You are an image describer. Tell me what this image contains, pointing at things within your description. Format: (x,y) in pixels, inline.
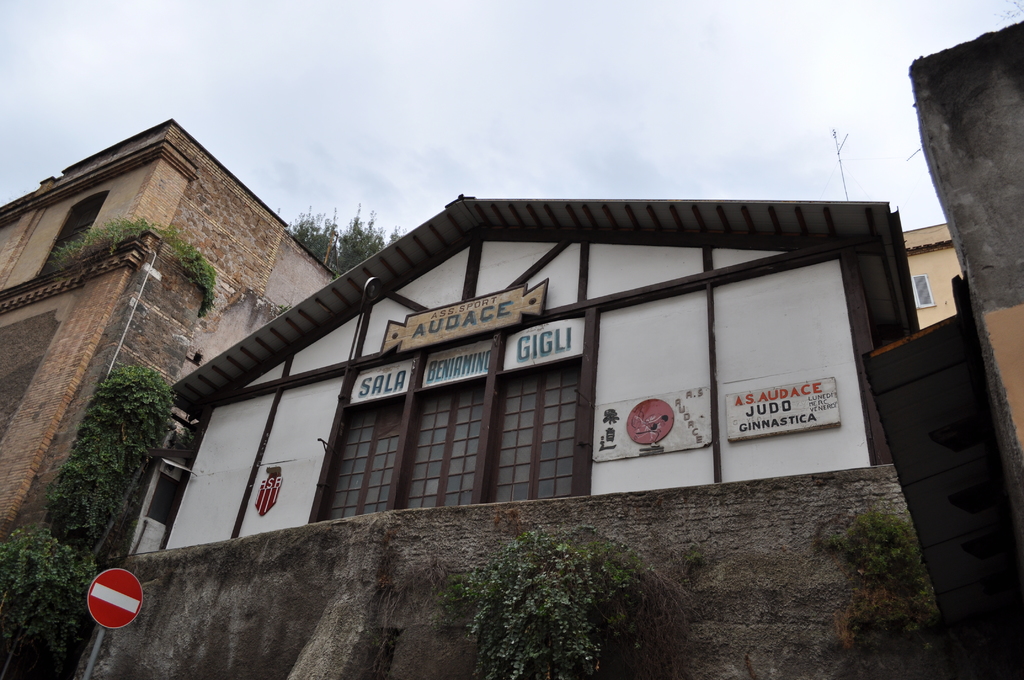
In this image, there are a few houses (515,404). We can see some plants (477,640). We can also see a signboard (111,584). We can see the sky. We can see some boards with text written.
